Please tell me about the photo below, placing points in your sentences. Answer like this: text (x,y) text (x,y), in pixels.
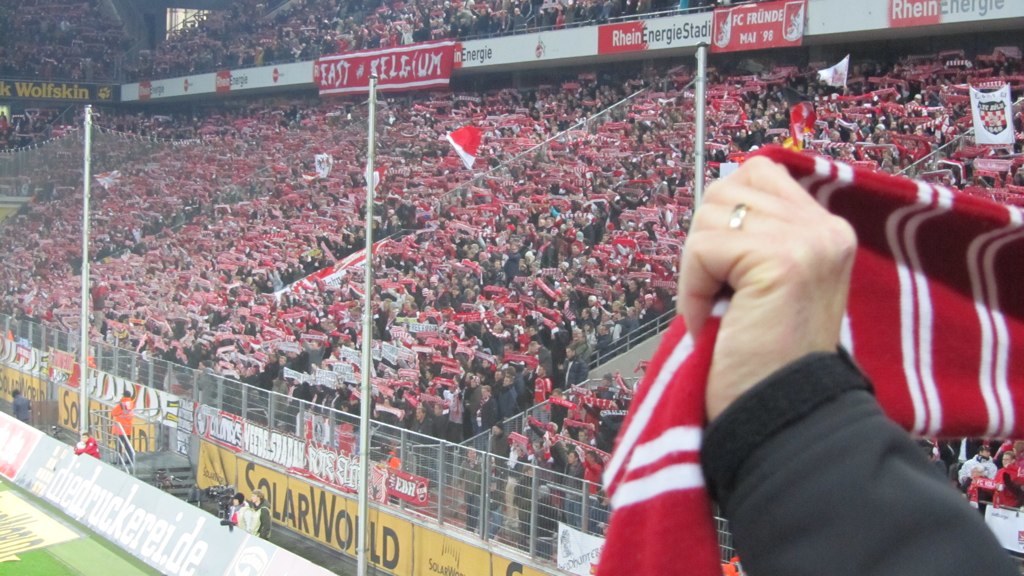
In this image I can see the person hands (816,280) holding the cloth (909,298) and the cloth (872,292) is in white and red color. Background (217,324) I can see few persons (13,140) standing, few poles (361,525) and I can also see few banners (454,552) attached to the poles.
